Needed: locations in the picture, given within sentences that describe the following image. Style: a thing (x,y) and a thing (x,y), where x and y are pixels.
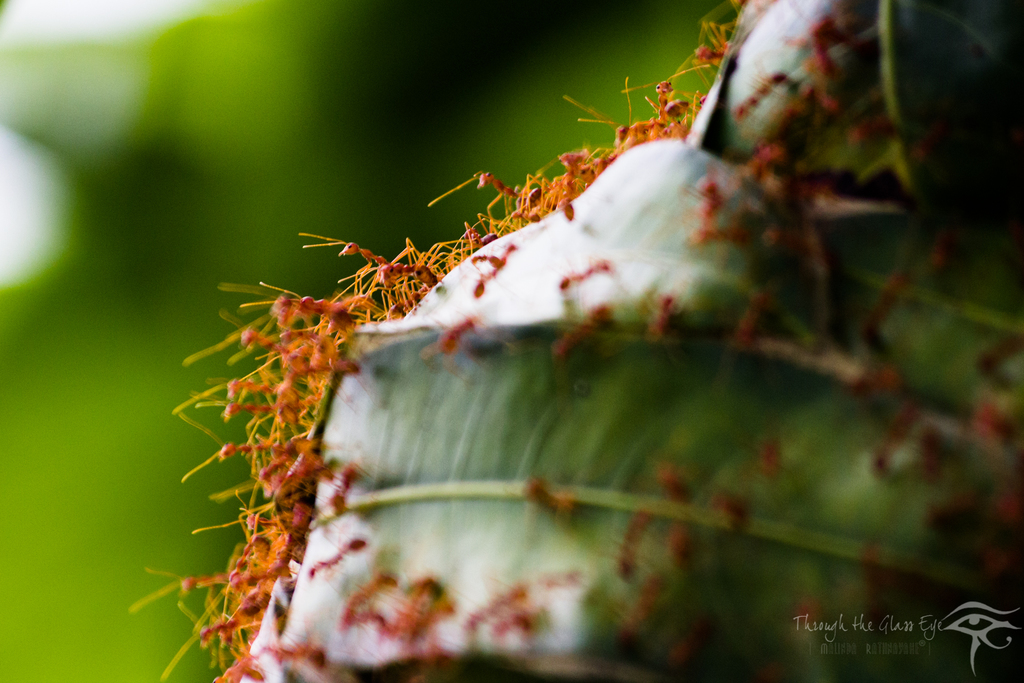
On the right side of the image (767,378) we can see leaves (747,231). On the leaves (747,231), we can see ants (427,282), which are in orange color. At the bottom right side of the image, we can see some text (812,640) and logo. And we can see the background (50,231) is blurred.
